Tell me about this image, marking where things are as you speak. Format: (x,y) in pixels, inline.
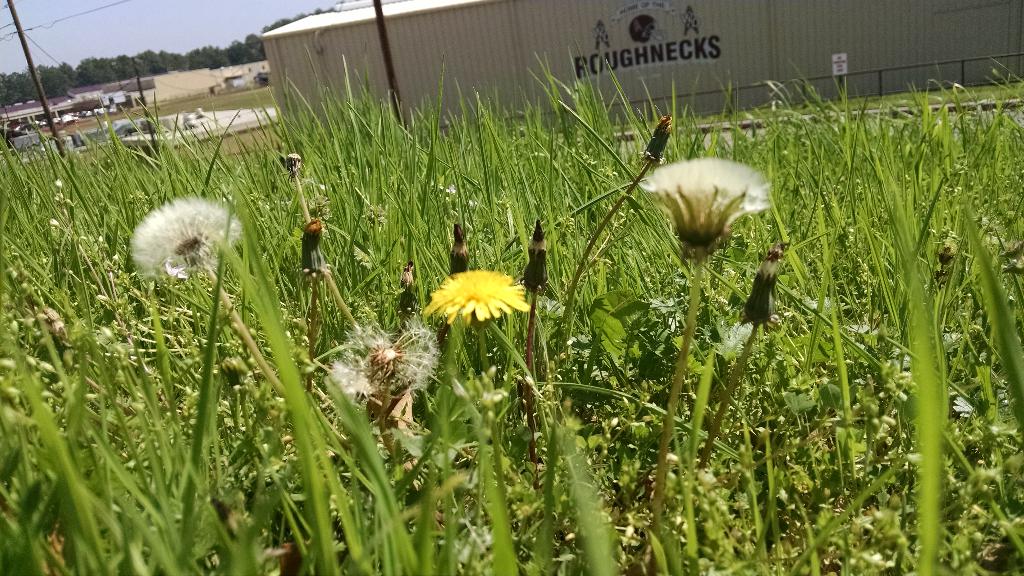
In the picture we can see, full of grass plants (593,451) with some flowers (532,304) to it and behind it, we can see a building (434,98) and name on it as roughnecks and beside it, we can see some things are placed on the ground (209,123) and in the background (122,99) we can see houses (169,82) and behind it we can see full of trees (163,61) and sky (168,39).
